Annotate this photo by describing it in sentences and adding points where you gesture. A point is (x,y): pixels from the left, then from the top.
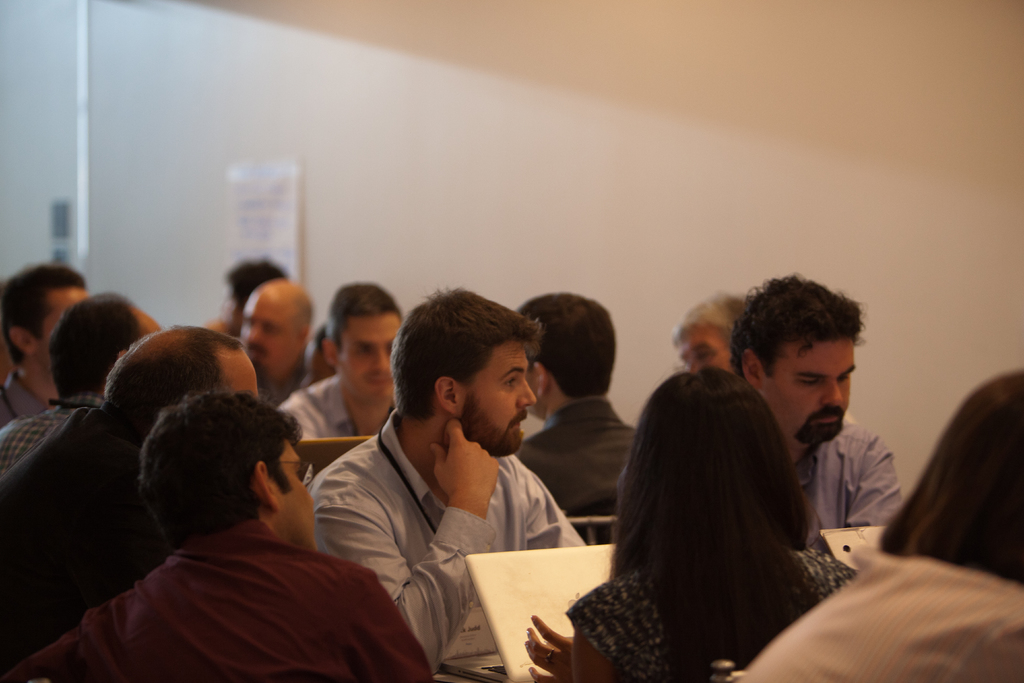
In this picture I can observe some people (246,454) sitting on the chairs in the middle of the picture (413,429). There are men (812,483) and women (687,474) in this picture. In the background (488,176) I can observe wall (475,87).
